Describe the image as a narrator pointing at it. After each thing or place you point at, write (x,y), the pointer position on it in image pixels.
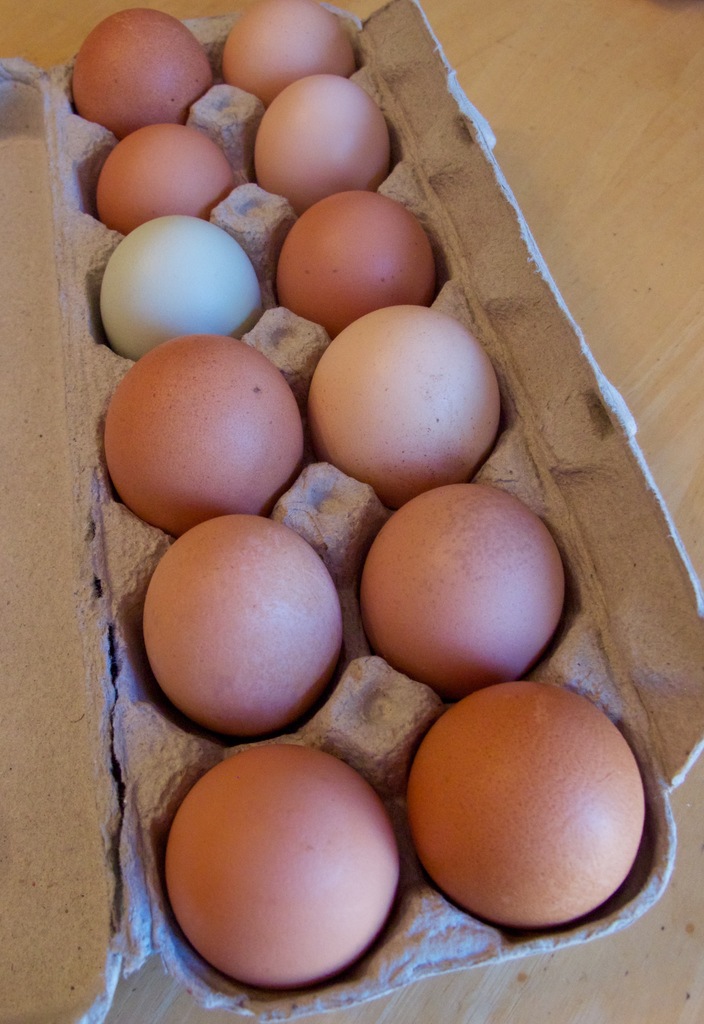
In this image at the bottom (221,978) there is one tray (450,949), in that tray (248,198) there are some eggs (401,410).
